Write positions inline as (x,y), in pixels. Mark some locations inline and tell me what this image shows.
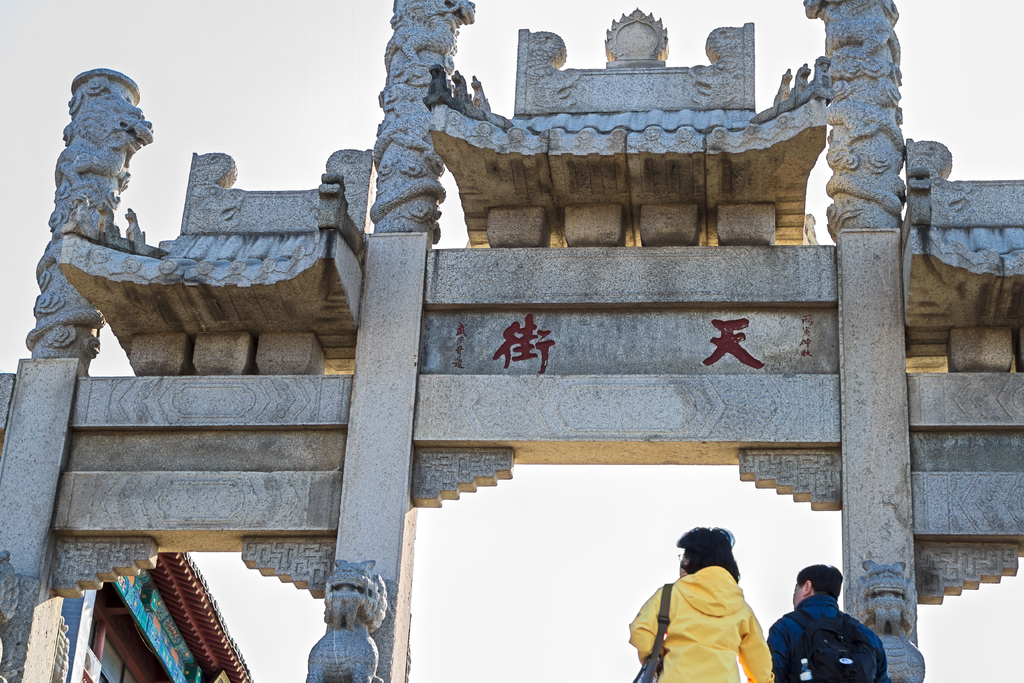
In this picture I can see the arch (523,285) in front (49,300) and I can see sculptures (85,83) and something is written on it. On the bottom of this picture (667,647) I can see 2 persons (694,617) who are standing and wearing bags (857,653). On the bottom left corner of this picture (152,593) I can see a building (145,611).
